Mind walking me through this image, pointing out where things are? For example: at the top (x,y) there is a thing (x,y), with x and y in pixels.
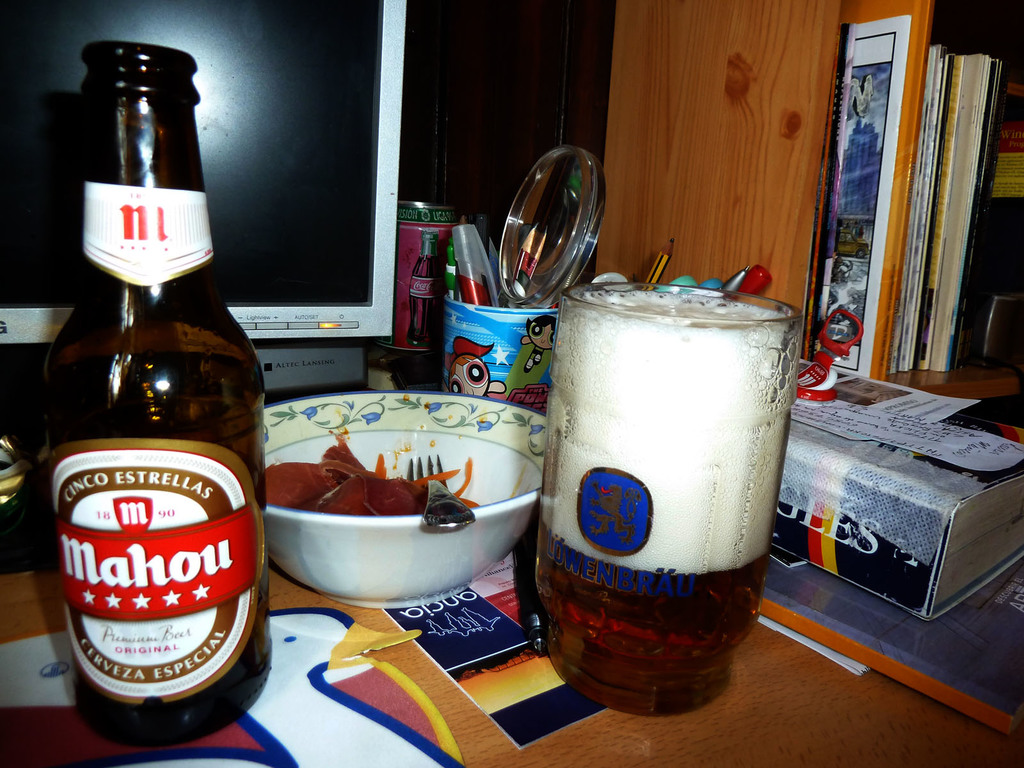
In this picture, there is a table (614,745) at the bottom (543,743). Towards the left (160,502), there is a bottle (172,335) and a monitor (270,277). In the center (354,403), there is a bowl (417,552), fork (466,513), glass (578,501), can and a pencil box (504,315) are placed on the table (540,757). Towards the right (833,511), there are books (872,586).
